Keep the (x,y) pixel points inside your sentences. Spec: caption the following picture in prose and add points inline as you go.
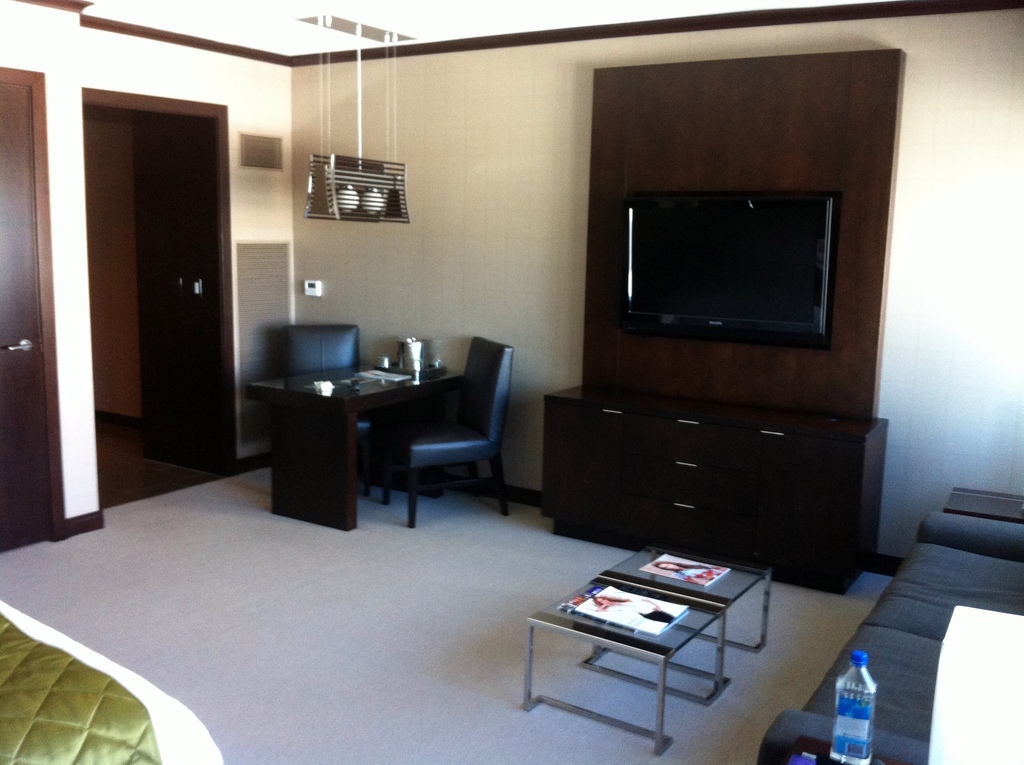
This picture describes about interior of the room (211,388), in this we can see a bed (98,658), table (293,397), chairs (334,352), television (699,208), sofa (908,576) and water bottle (858,724), and also we can see books (664,573) on the table (659,585).
